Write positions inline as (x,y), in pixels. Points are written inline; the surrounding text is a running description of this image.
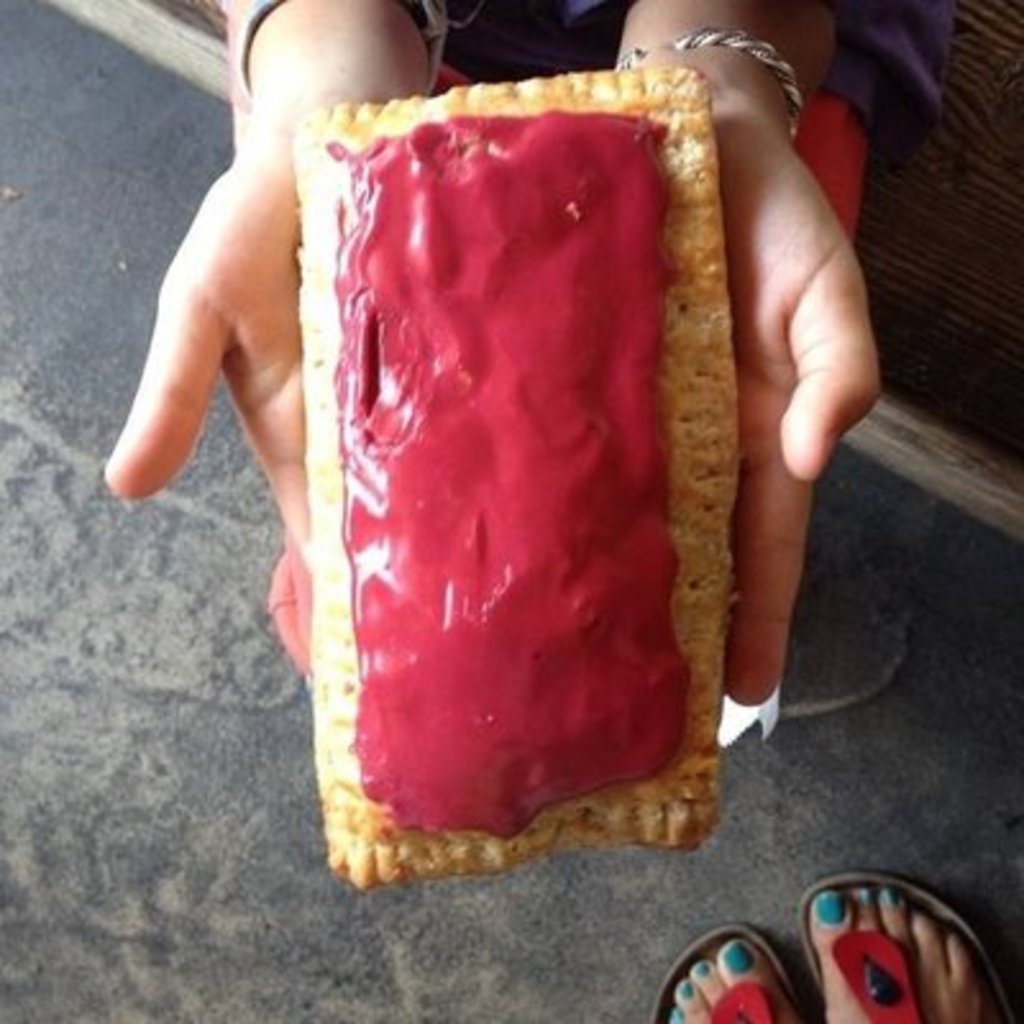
In this picture, we see the hands (772,506) of a person (783,523) holding an edible (682,409) which look like a bread (721,490) and jam (557,582). In the right bottom of the picture (970,1006), we see the legs (919,962) of the woman (932,965) who is wearing sandals (770,957).
